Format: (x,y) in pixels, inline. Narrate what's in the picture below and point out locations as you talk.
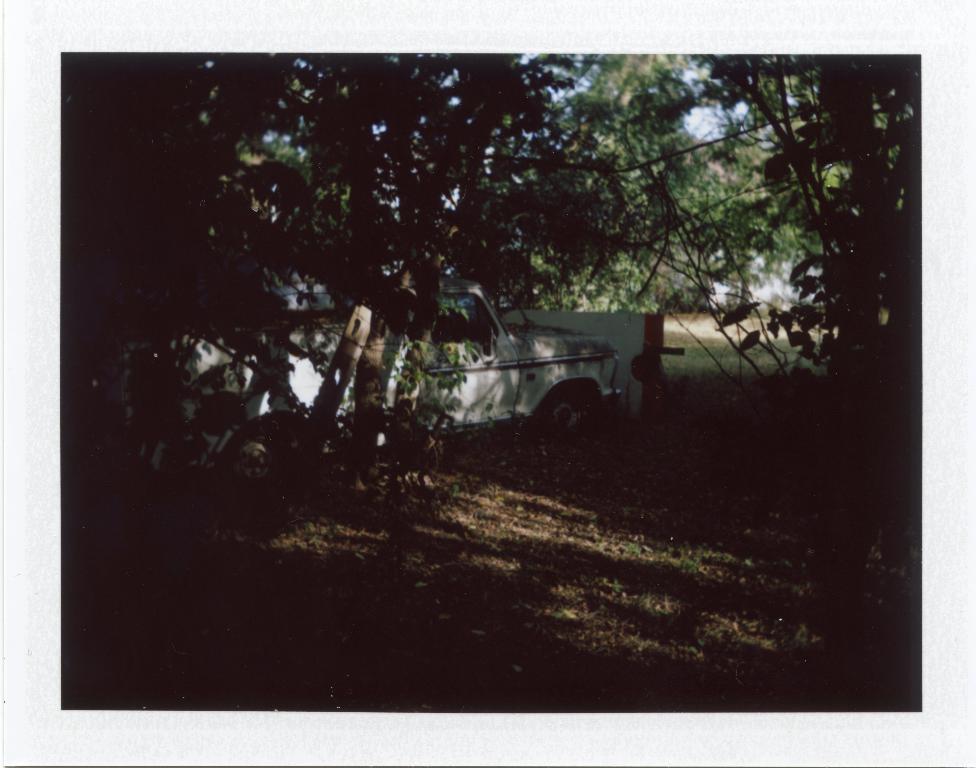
In this image I can see the dark picture in which I can see the ground (618,576), few trees (762,79) which are green in color and a white colored vehicle (292,321). In the background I can see the sky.
